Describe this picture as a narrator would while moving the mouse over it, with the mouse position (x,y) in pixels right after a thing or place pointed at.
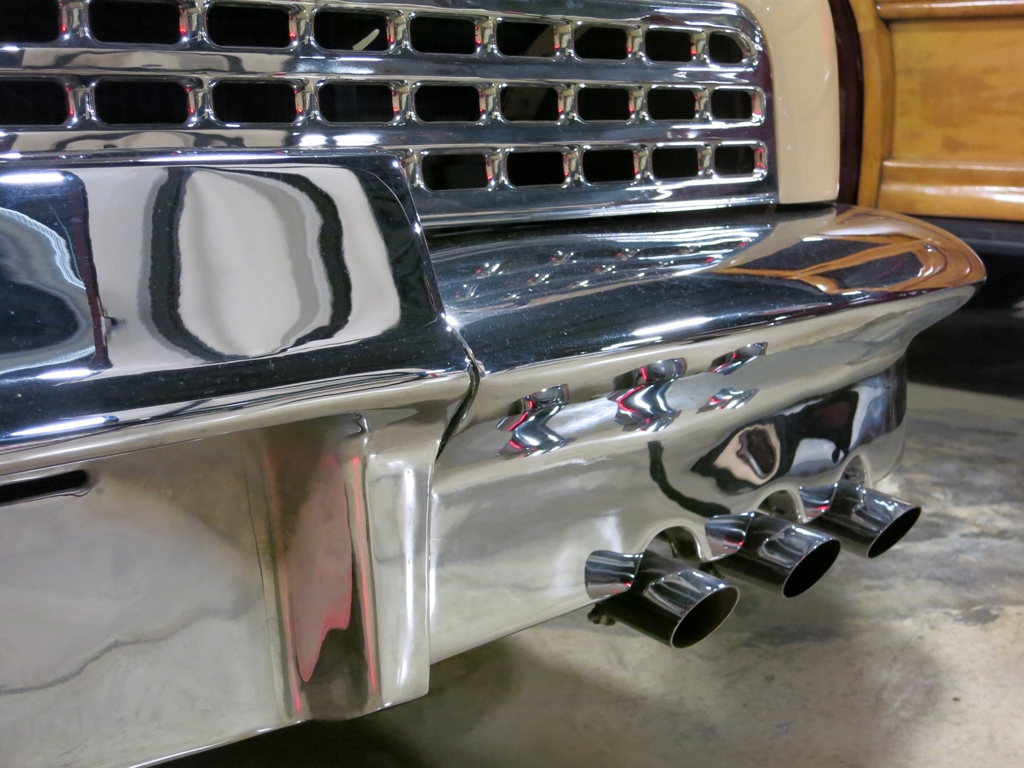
In the center of the image (531,410) there is a car (478,543). In the background (866,39) there is a wall (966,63).
